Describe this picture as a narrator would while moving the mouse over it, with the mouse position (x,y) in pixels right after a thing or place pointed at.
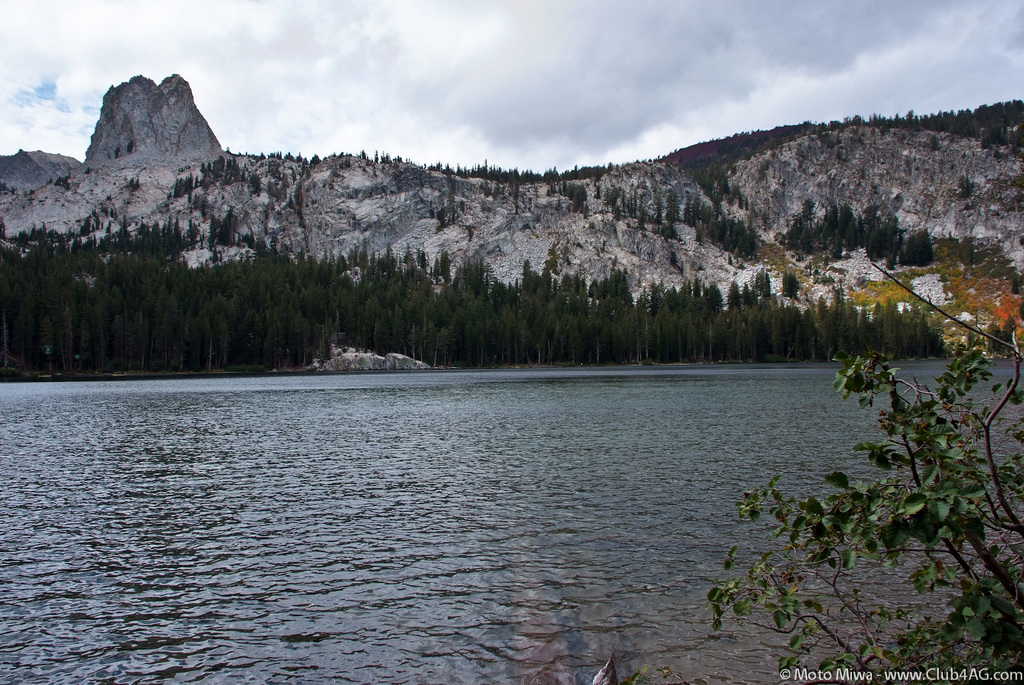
In this image we can see water (587,455), plant (894,527), trees (843,324), hills (935,210) and the sky (552,29) with clouds (528,130) in the background (607,95). Here we can see the watermark (883,675).
